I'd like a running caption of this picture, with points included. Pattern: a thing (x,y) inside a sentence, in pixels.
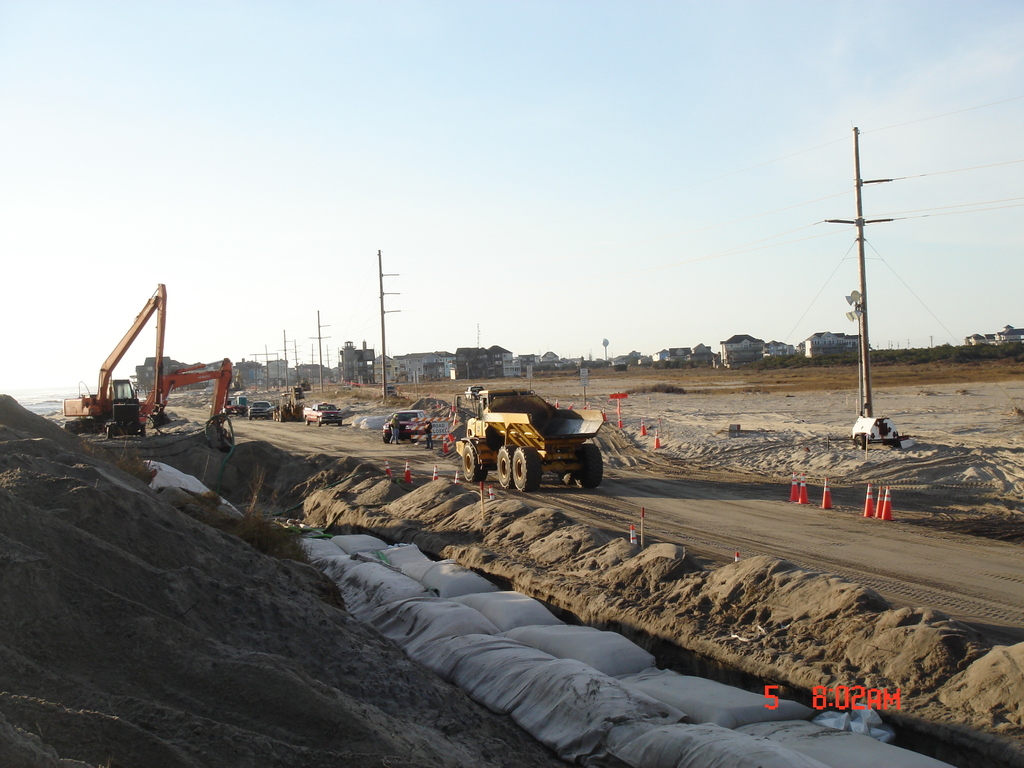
Here we can see vehicles (486,471), poles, traffic cones (867,506) and objects (506,674). Background (332,350) we can see buildings (494,353) and sky (504,193).
